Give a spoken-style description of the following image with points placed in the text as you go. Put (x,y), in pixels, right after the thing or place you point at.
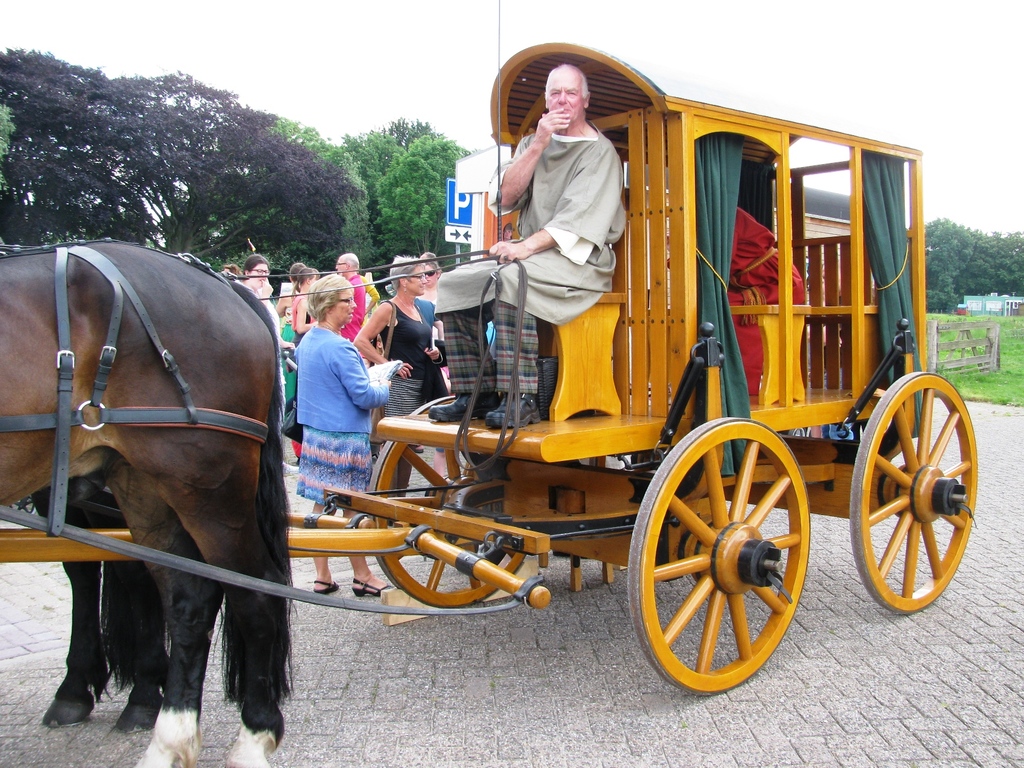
In this image there is a horse cart (592,396) on the road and there are two people (447,333) sitting on the cart (581,340), behind them there are a few people (432,339) standing. In the background (967,246) there are trees (958,264), building (977,302), there is a wooden fence (987,357) on the surface (1013,379) of the grass (981,392) and the sky (824,76).
